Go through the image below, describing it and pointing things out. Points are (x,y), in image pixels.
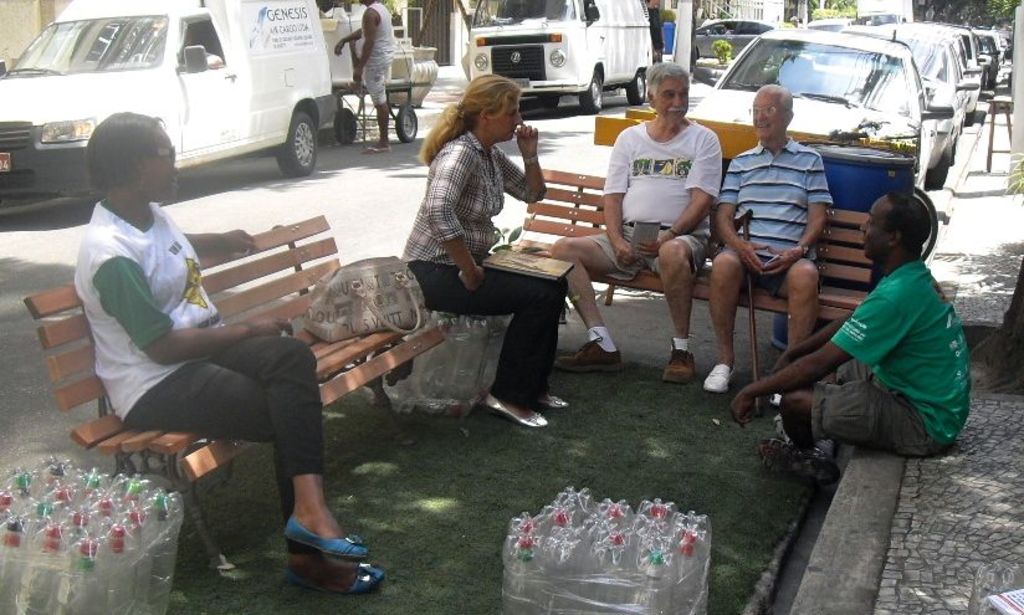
In this image I can see few people (590,250) are sitting on benches (331,349). I can also see a bag (367,283) and number of bottles (506,581) in the front (449,405). In the background (297,91) I can see number of vehicles (829,85), plants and one more person (392,29).
